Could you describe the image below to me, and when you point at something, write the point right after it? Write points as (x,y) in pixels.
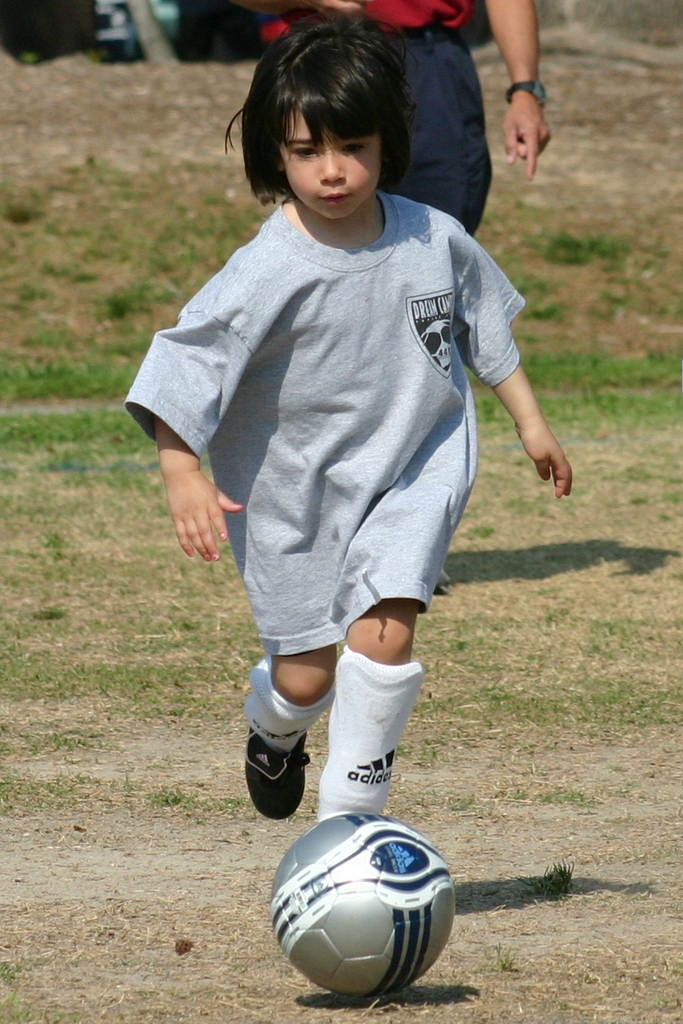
In this picture, I can see a girl (362,451) playing football (352,908) and a human (483,112) standing on the back (437,135).
